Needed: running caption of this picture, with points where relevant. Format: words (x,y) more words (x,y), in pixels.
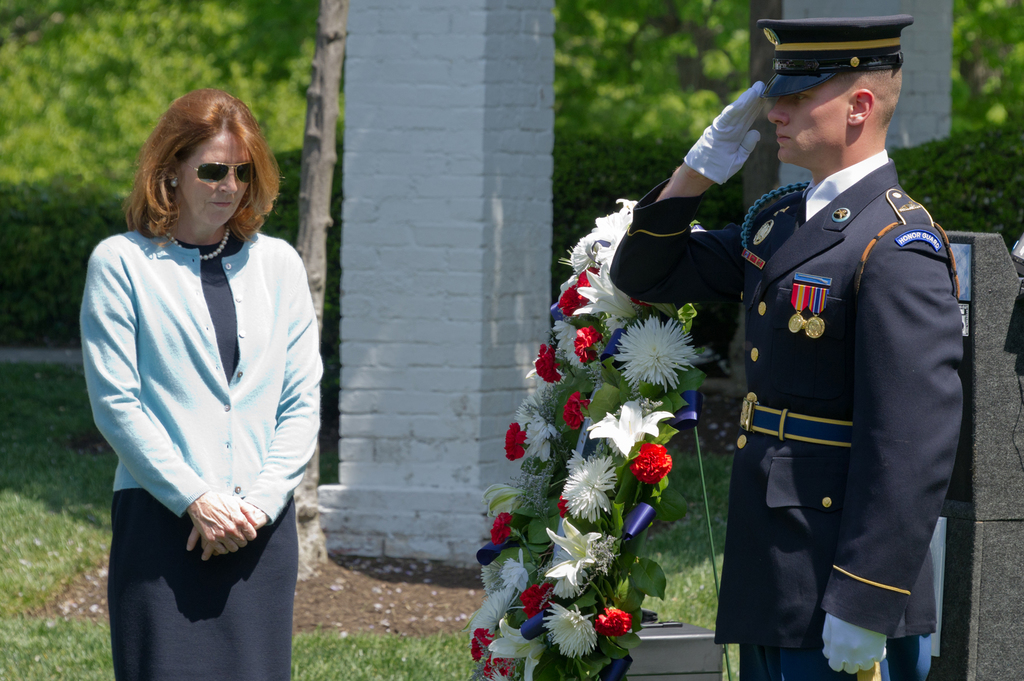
In this image on the left side (185,394) I can see a woman (191,391) standing. On the right side (846,386), I can see a man (903,282) wearing the uniform (828,457). In the background (578,169), I can see the white pillar (470,114) and the trees (167,56).
